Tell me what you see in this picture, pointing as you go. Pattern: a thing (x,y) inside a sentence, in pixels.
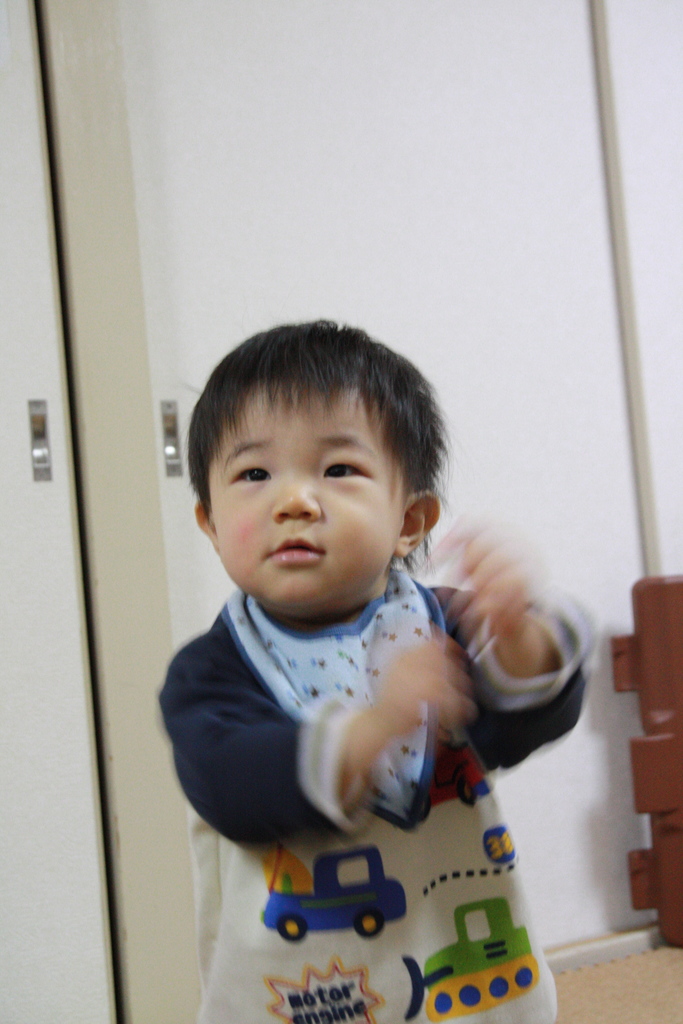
In this image in the foreground (250,562) there is one boy (315,732) who is standing, and in the background (317,289) there are doors (177,375), wall (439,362) and object (650,672).
